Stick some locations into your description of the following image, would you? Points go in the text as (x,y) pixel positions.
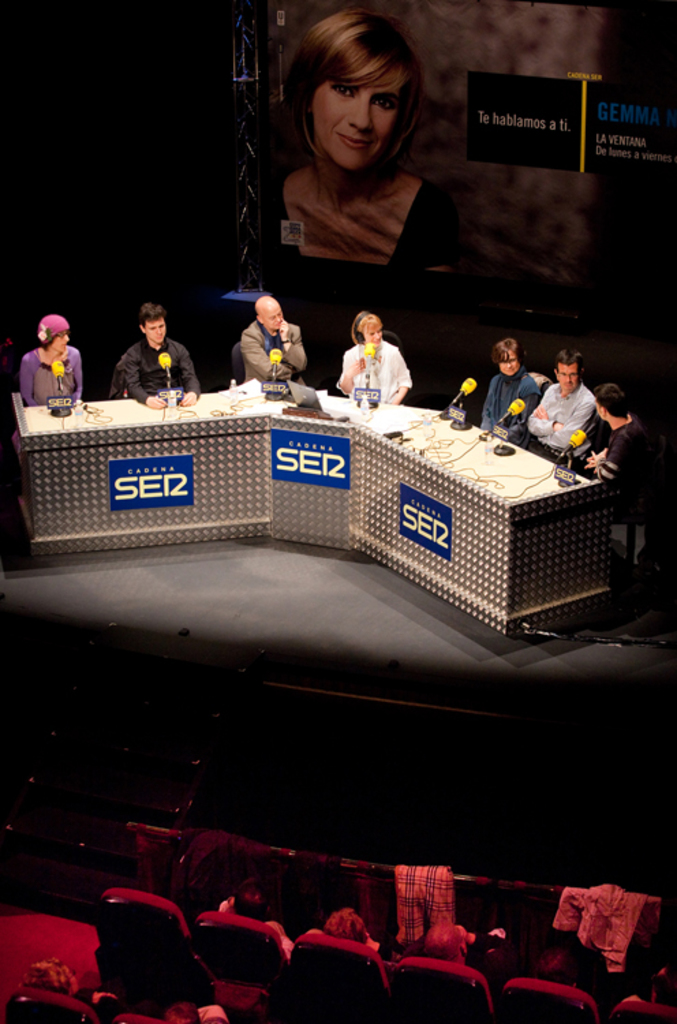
In the image we can see there are people (502,393) sitting on chair (658,441) and they are wearing clothes (187,365). In front of them there is a microphone (368,348), this is a table (441,448), this is a projection screen (421,249), stage (220,566), and there are people (499,972) sitting opposite to them.
